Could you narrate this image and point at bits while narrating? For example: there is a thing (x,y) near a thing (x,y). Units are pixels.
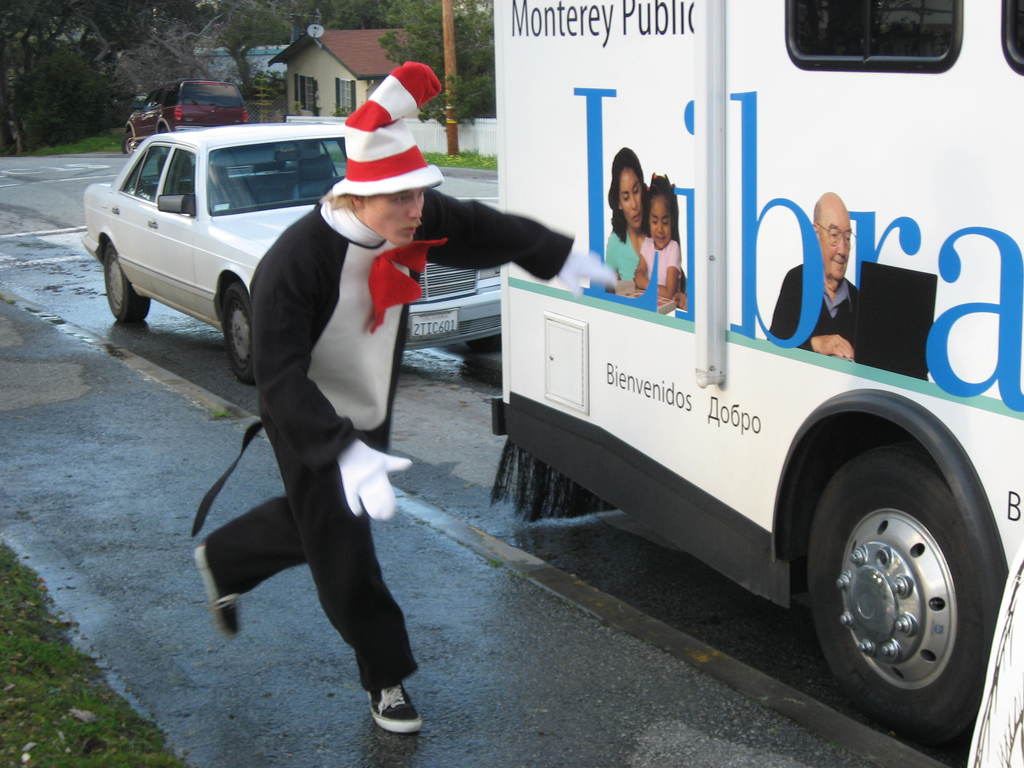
In this image in the center (358,331) there is one person (341,320) who is wearing some costume (361,382) and walking, and there are some vehicles (864,196). And in the background (321,68) there is a house (364,55), pole (447,13), wall (475,126), trees (7,54) and one vehicle (130,150). At the bottom (478,618) there is road (58,593) and grass (49,639).
